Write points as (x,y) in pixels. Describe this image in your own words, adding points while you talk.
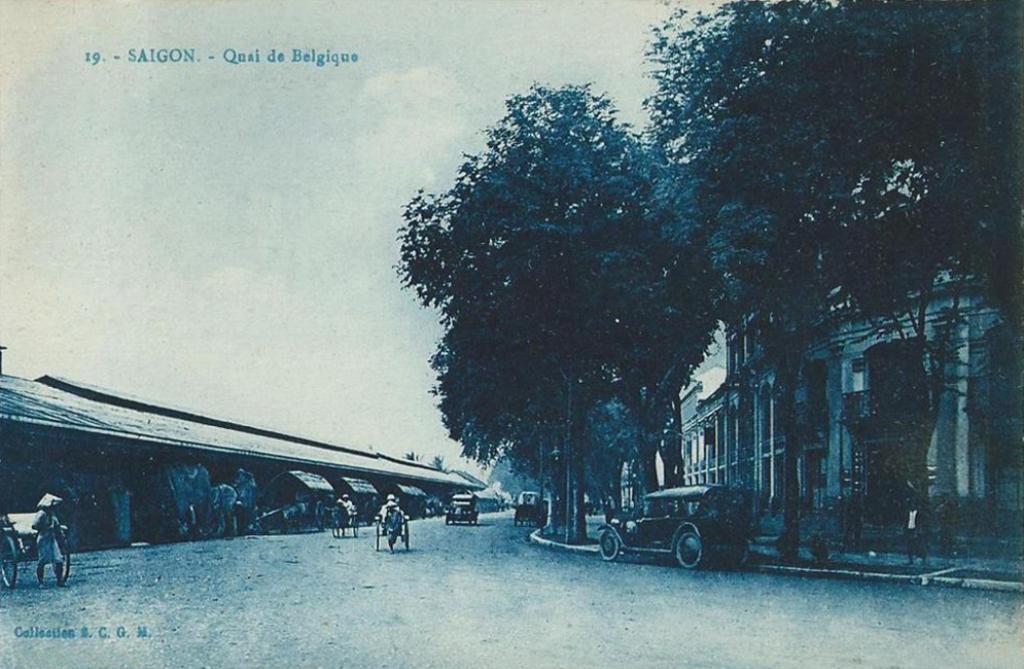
In the foreground of this image (384,530), there are carts (382,545) and vehicles (525,511) moving on the road (481,624). On the left (123,436), there is a shelter like structure (309,456). On the right (810,451), there are buildings (744,425), trees (686,255), a vehicle (660,534) and at the top (351,94), there is the sky (408,94) and the cloud (410,100).
